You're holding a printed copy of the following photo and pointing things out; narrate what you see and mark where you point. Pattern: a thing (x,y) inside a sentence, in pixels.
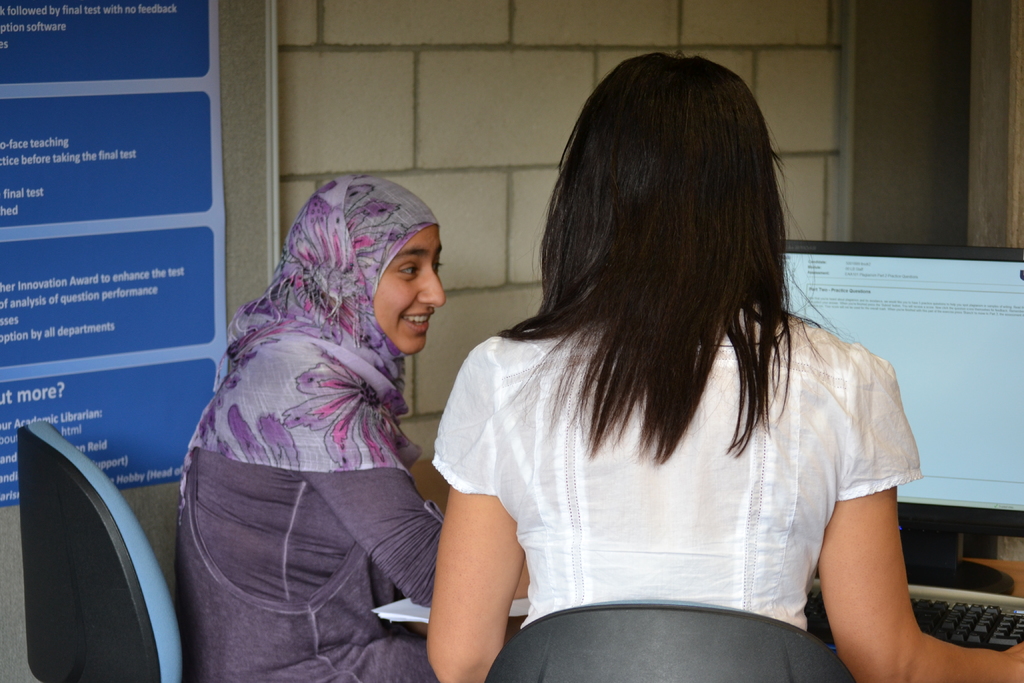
In this picture I can see two women (456,517) are sitting on the chairs (624,617) in front of the table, on which we can see a system (948,508) and some papers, side we can see a board (149,157) to the wall (356,83).
